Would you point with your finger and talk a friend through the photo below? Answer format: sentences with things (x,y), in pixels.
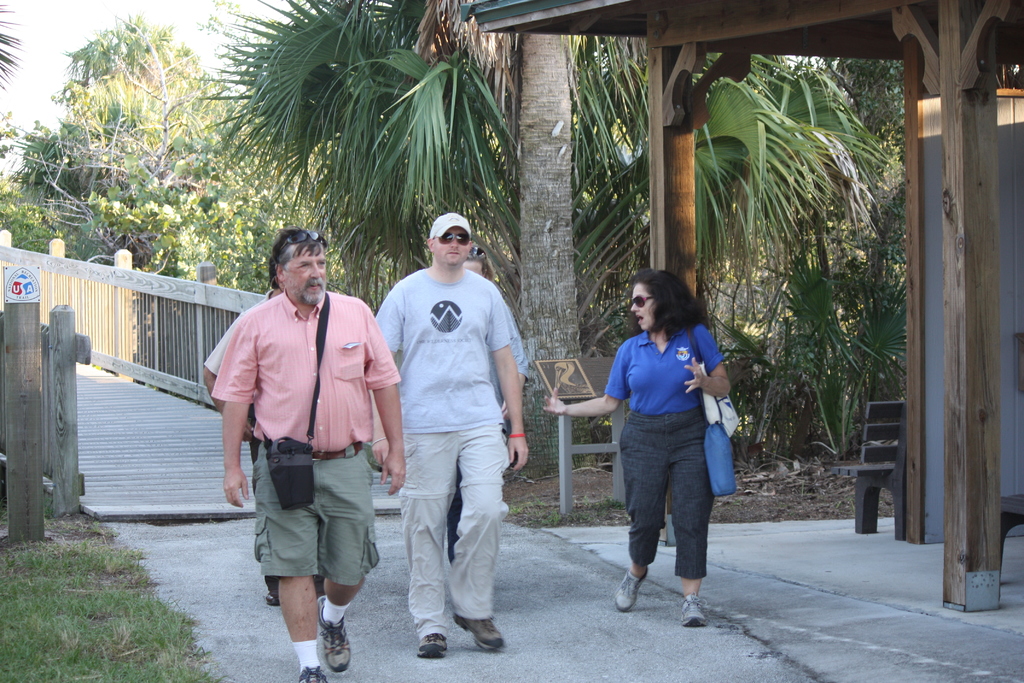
In this picture, we see people (325,542) walking. Behind them, we see a wooden bridge (157,391). The woman (624,388) in blue T-shirt (651,402) and black pant (660,457) who is wearing handbag (707,428) is trying to talk something. Beside her, we see a house (924,249) which is made up of wood (876,8). There are trees (499,203) in the background (334,236). In the left bottom of the picture (94,581), we see the grass (124,575).
